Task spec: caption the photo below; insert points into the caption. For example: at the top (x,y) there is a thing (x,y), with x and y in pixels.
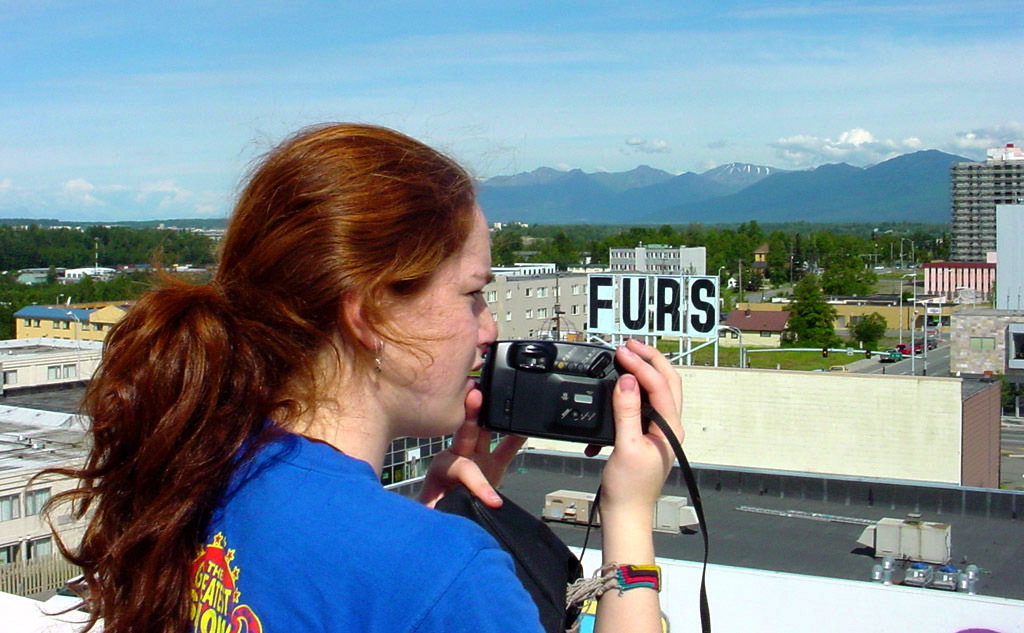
In this image i can see a woman (316,486) wearing a blue shirt (378,533) holding a camera (542,413). In the background (581,309) i can see few buildings (575,283), few trees (801,306), few mountains (695,187) and the sky (689,85).
